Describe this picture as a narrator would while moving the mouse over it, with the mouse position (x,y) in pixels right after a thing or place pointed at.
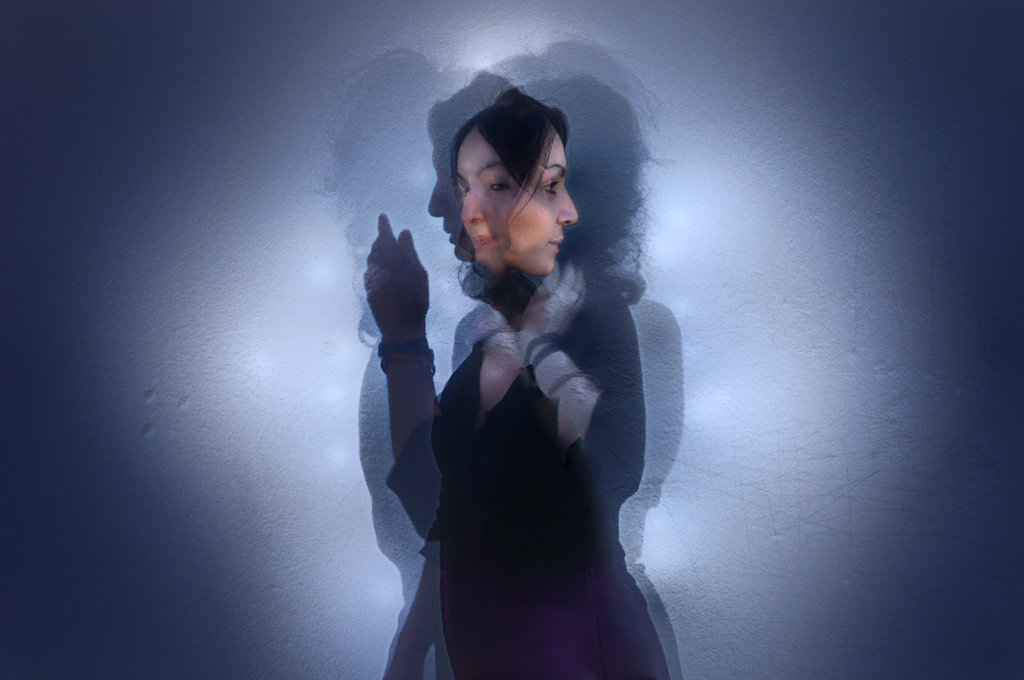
In this edited image, we can see a person (501,399) on the blue background.
